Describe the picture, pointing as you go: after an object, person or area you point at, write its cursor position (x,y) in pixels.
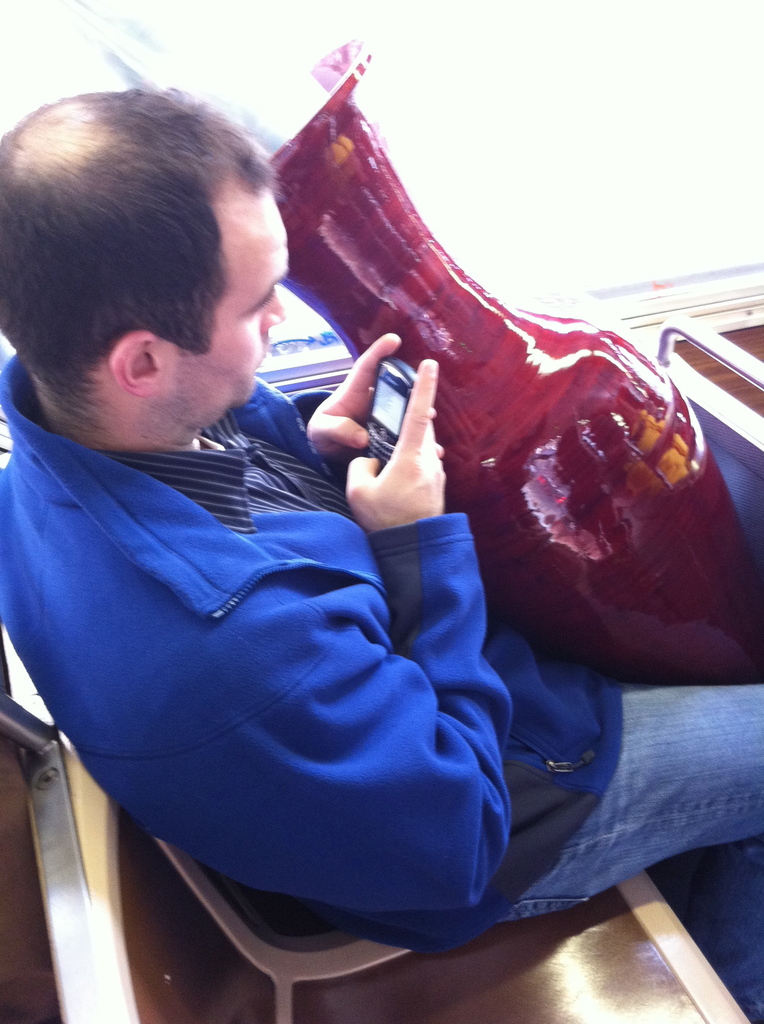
This picture describes about a man (299,689) seated on the chair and holding a mobile (376,415) in his hand (365,413), in front of him we can see a flower vase (505,436).
